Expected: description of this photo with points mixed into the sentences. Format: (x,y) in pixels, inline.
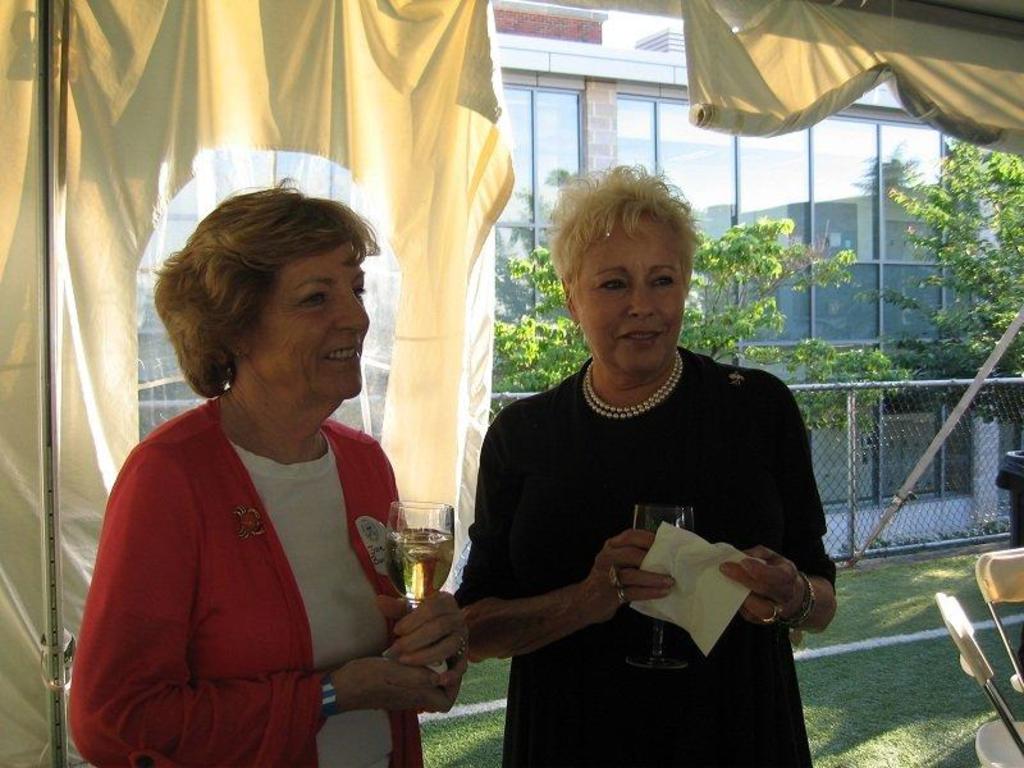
In this image there are two women (212,593) standing with a smile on their face (269,308) and they are holding a glass (426,573) of drink (417,588) in their hands (380,669), one of them is holding a tissue (670,600). Beside them there are chairs (985,581), behind them there are curtains (815,96), net fence (890,386), trees (1017,283) and in the background (776,170) there is a building (784,183).
